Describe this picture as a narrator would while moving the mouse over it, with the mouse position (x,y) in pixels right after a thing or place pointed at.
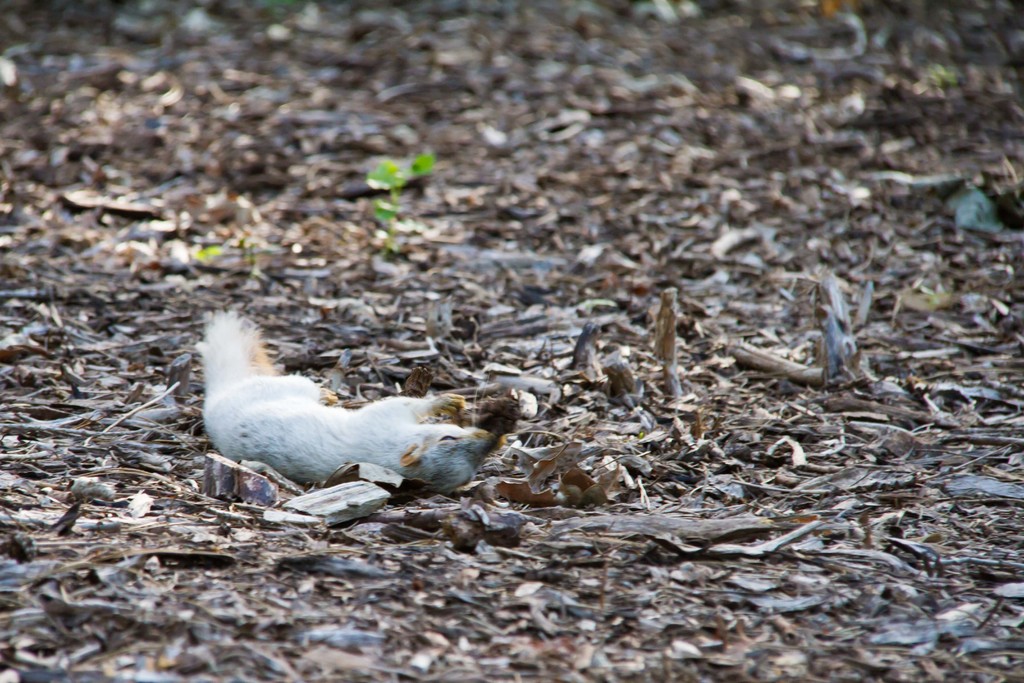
In this picture there is a squirrel (234,440) on the left side of the image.
